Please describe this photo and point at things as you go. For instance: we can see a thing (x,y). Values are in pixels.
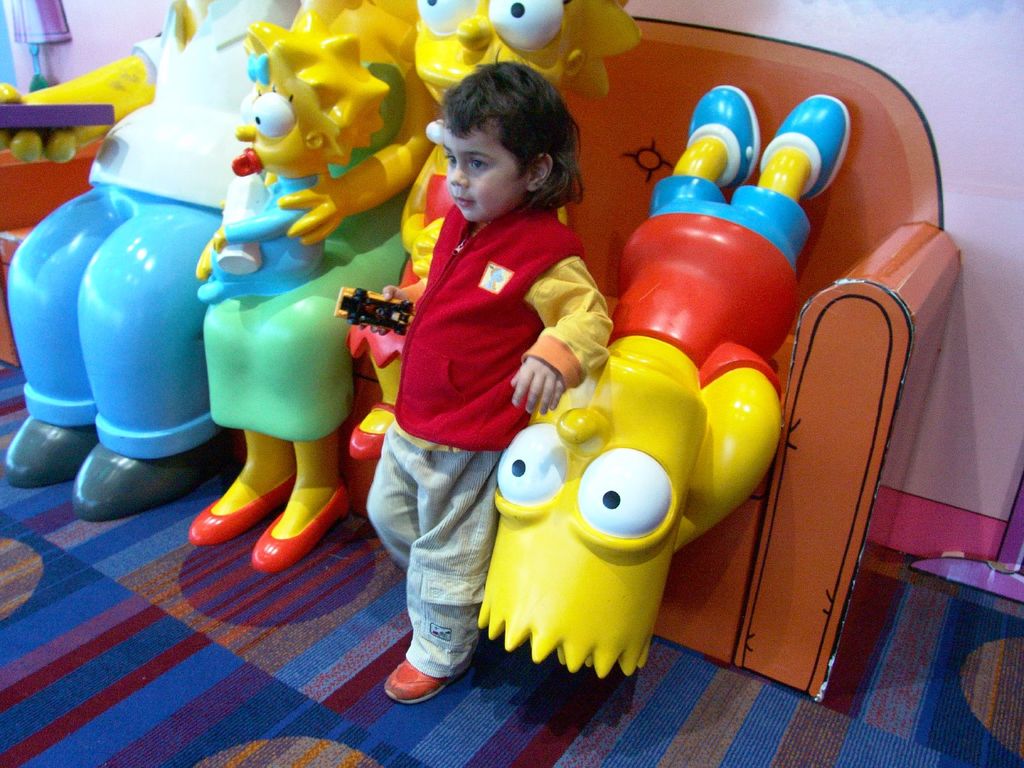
In this image there is a boy (505,319) standing near toys (274,352) on a floor (227,679).
